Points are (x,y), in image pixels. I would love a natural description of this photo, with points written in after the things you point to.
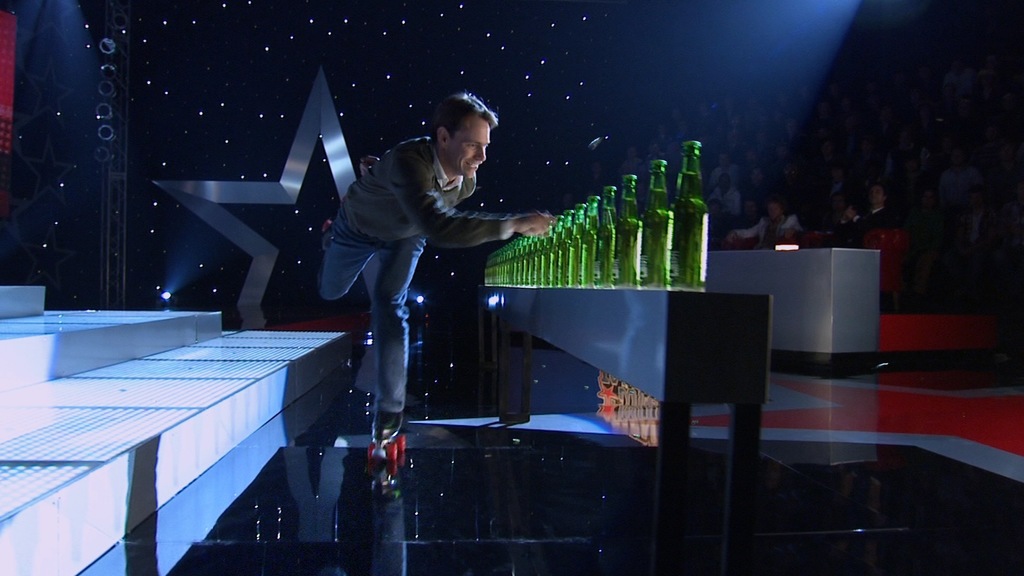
A man (406,246) is opening series of bottles (494,273) while roller skating.
